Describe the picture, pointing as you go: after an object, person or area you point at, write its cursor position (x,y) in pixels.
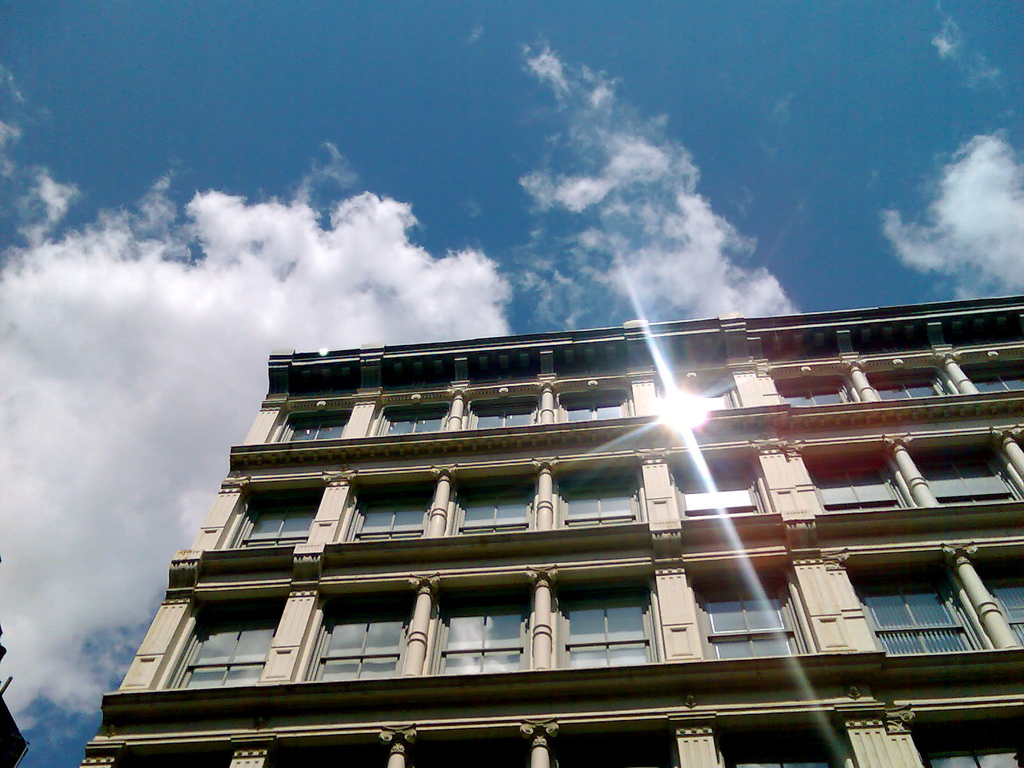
In this image I can see the building (668,553) with windows (480,649) and railing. In the background (429,302) I can see the clouds (527,182) and the blue sky (565,104).
